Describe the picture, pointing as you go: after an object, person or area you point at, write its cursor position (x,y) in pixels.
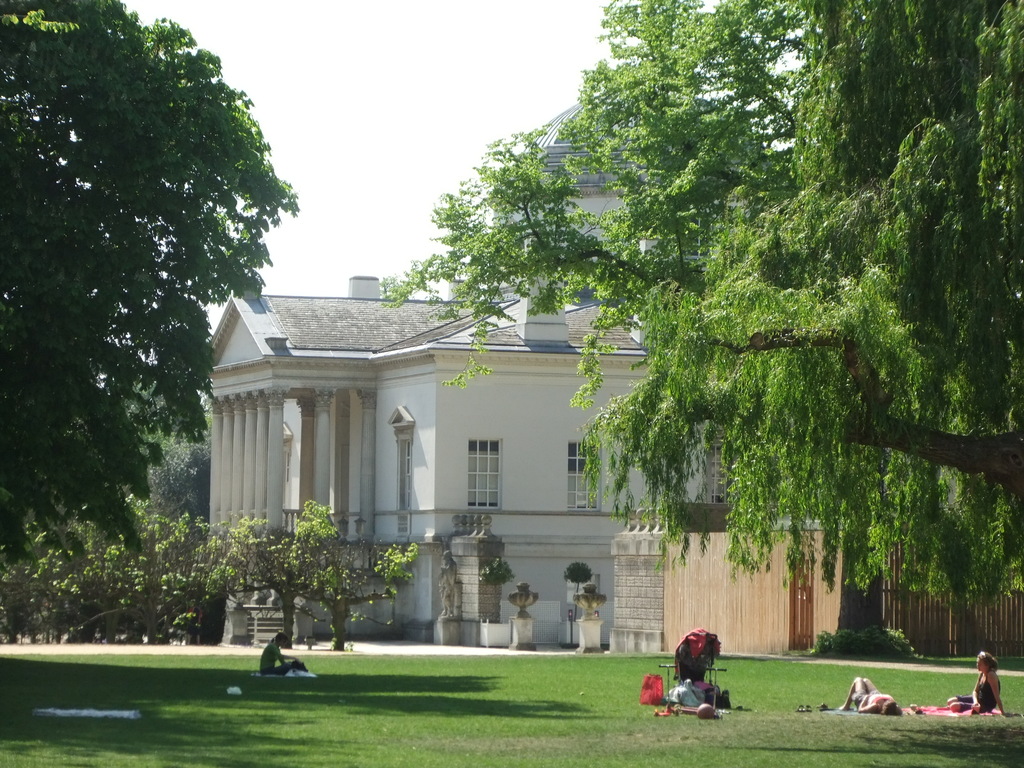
In the picture we can see some group of persons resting on ground (623,679) which has lawn (436,704), there are some trees (873,360) and in the background of the picture (437,447) there is a building (311,392) and clear sky (344,198).
